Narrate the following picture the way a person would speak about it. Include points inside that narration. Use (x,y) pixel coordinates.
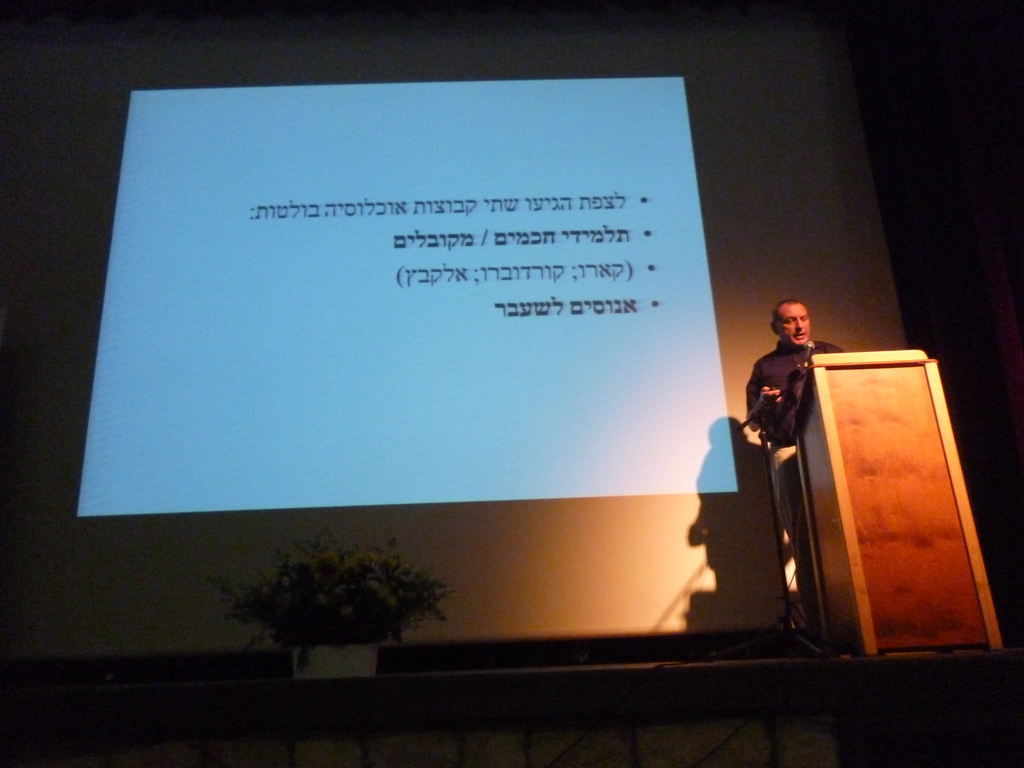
In this image I can see a person (779,372) is standing in front of the podium (879,427). I can see the mic (809,349). Back I can see the flowerpot (365,607) and screen (492,206).
